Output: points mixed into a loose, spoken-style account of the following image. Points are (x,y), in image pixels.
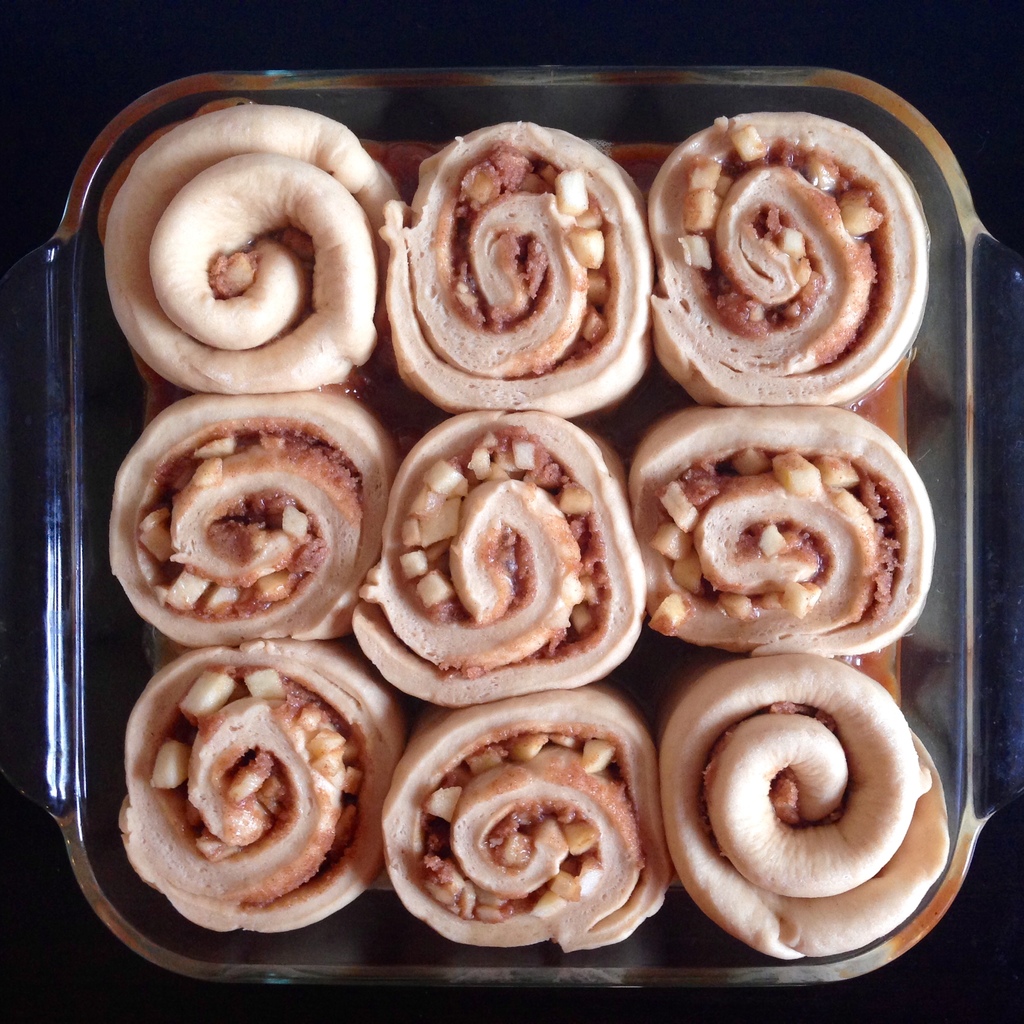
In the center of the image (636,511) we can see rolls (686,774) placed in bowl (176,914).
